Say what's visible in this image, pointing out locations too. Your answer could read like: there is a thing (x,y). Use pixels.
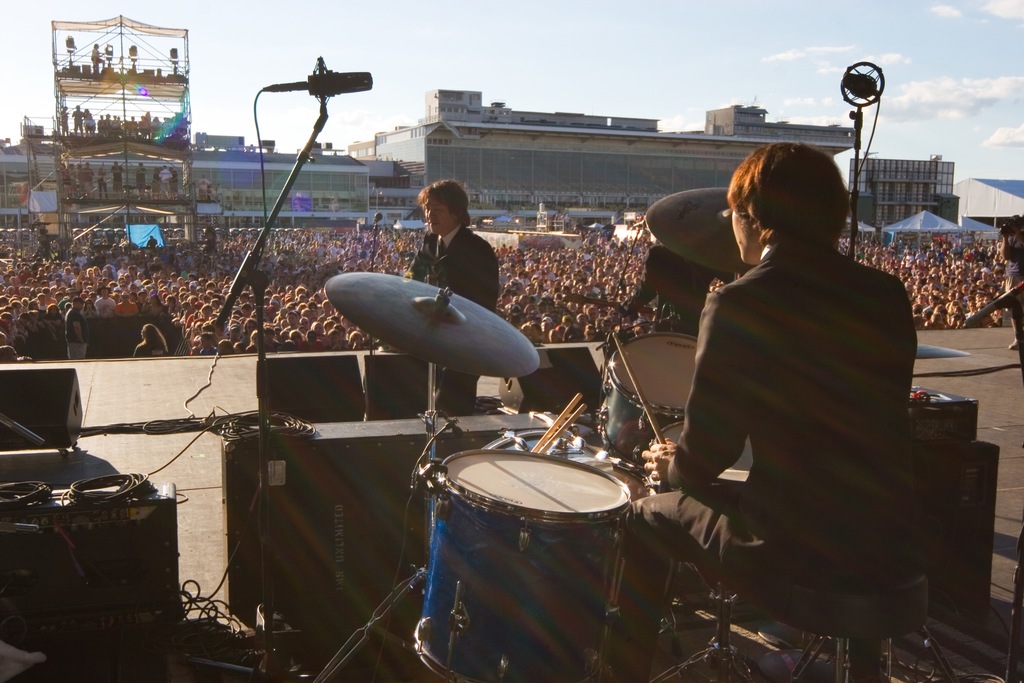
a person (660,459) is playing drums (537,474). in front of him there is another person (472,285) standing. in the front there are many people (296,266) watching them. behind him there are buildings (334,172).
